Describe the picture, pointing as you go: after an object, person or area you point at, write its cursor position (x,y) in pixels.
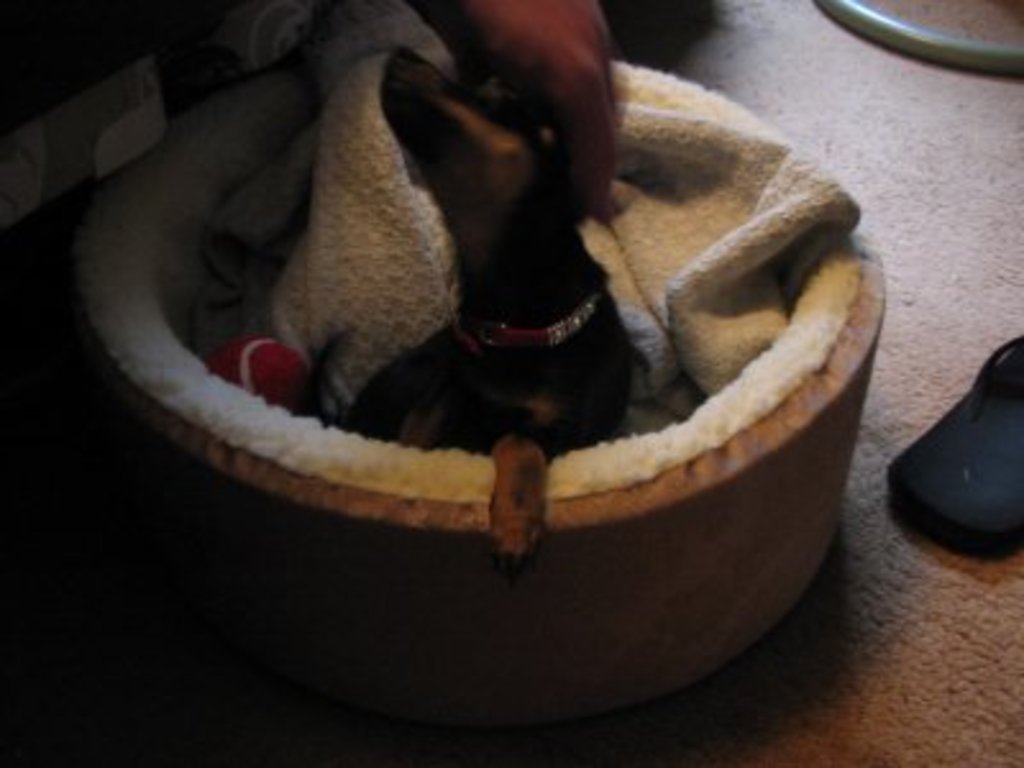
In this image we can see a dog (481,296) which is of black color has collar (563,324) sitting in the pet bed (256,407) wrapped by a blanket (380,177) and there is a ball (267,377) which is of red color in the bed (242,411) and at the background of the image (946,461) there is slipper (894,477).
